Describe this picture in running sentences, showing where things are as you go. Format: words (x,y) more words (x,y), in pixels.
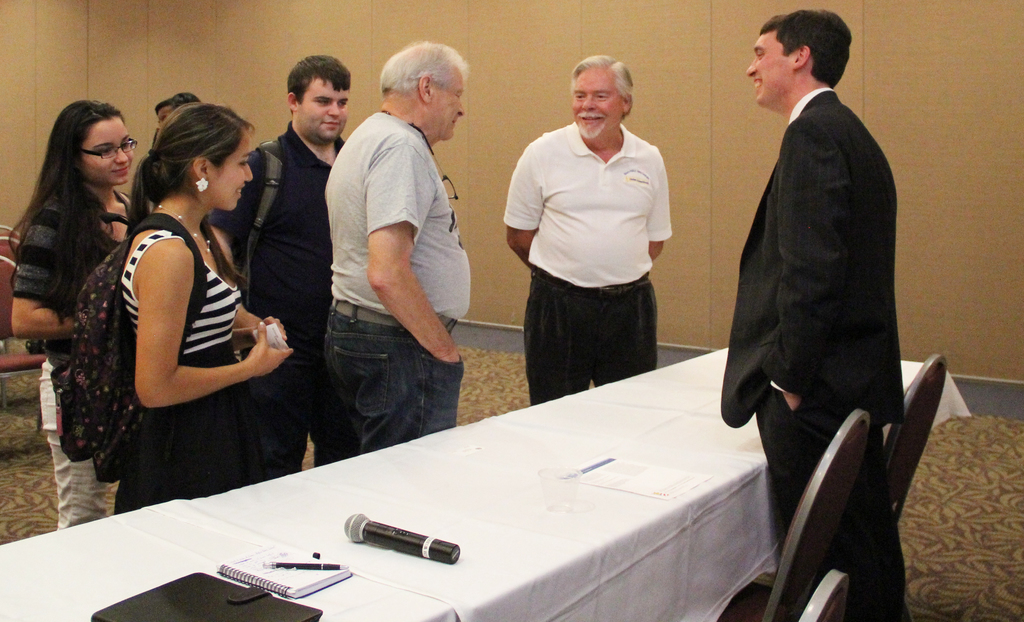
In this picture we have a group of people (417,168) standing wearing backpacks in front of the desk (313,529) on which there is a mic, book (264,585) and pen (318,566) and opposite to them there is an other man (765,433) wearing black suit (772,481).
